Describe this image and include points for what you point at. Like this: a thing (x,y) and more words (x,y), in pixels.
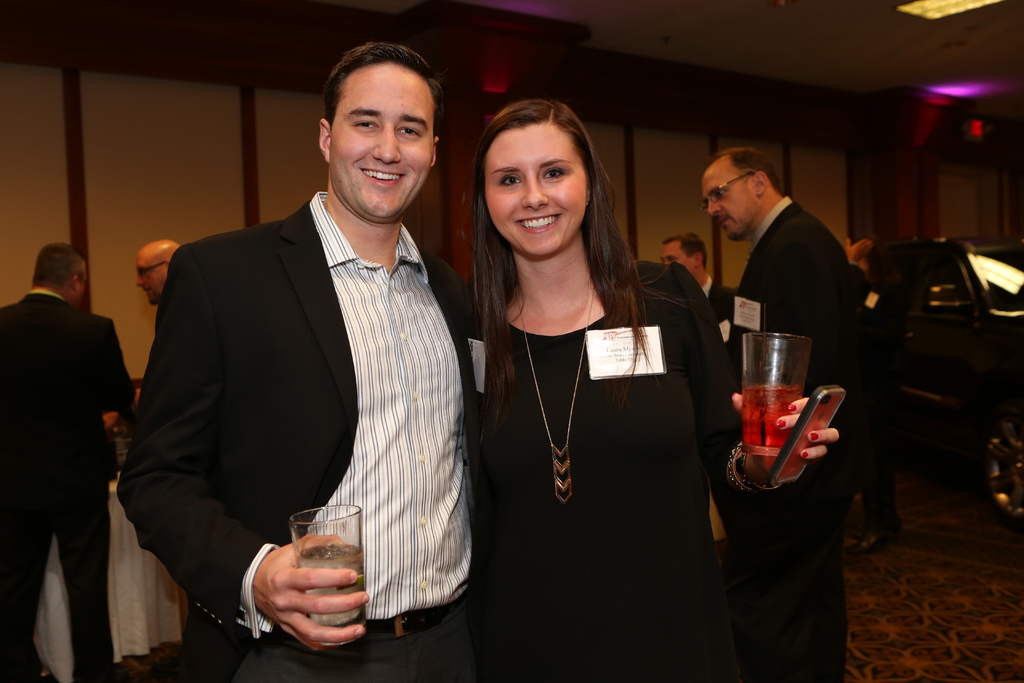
In this picture there is a woman (638,385) who is wearing black dress (663,410) and holding a wine glass (767,434) and mobile phone (800,459). Beside her there is a man (413,462) who is wearing blazer (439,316), shirt (390,428) and trouser (424,642). He is holding the water glass (360,567). In the background (886,514) we can see the group of persons (766,261) who was standing near to the table (121,554). On the right (930,349) there is a black car (937,380). In the top right corner (980,124) we can see the lights (923,88).
